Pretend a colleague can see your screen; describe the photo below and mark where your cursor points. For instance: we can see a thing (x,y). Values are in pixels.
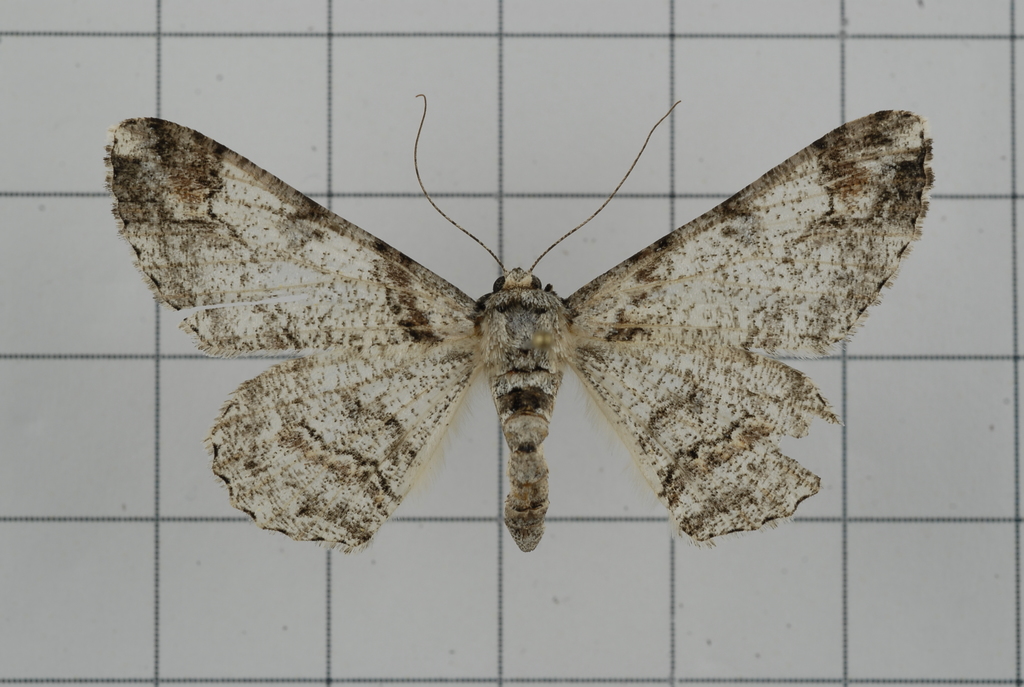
The picture consists of a moth (396,370) on a graph (181,398).
